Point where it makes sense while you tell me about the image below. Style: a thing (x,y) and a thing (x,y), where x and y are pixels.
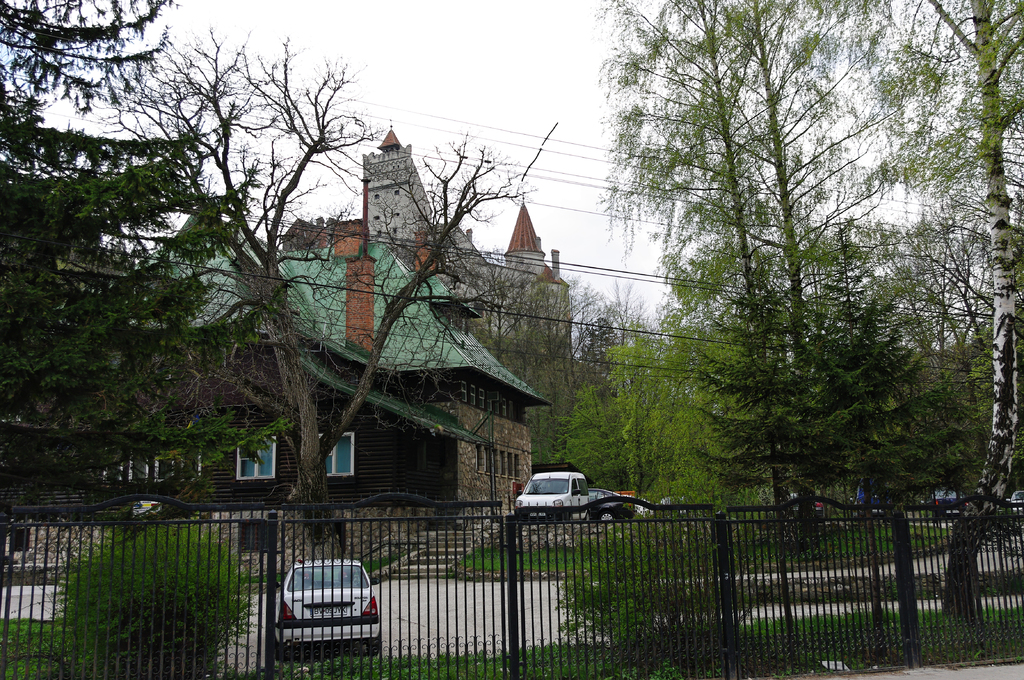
In this image we can see the fence (10,566), plants (139,597), cars (547,477) parked on the road (252,647), trees (340,437), wires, buildings (336,401) and sky (465,150) in the background (505,155).
